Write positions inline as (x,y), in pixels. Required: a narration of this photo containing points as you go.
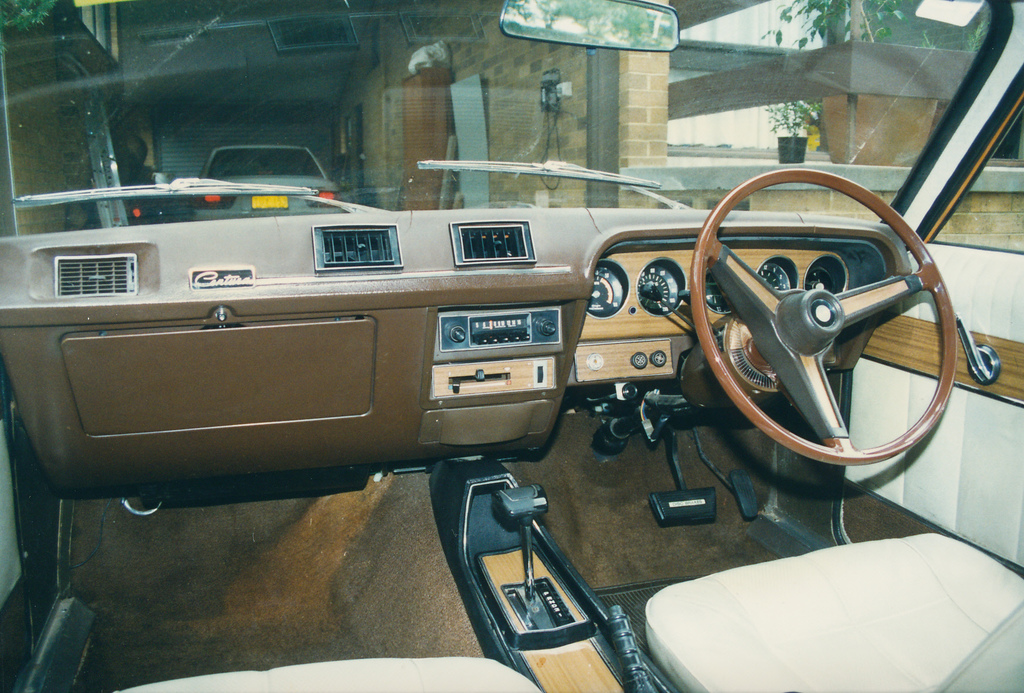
In the picture I can see interior (519,648) of a car (514,648) which has a gear rod (530,504), steering (774,354) and some other objects (606,323) in it and there is another car (266,150) in front of it and there are some other objects (631,63) in the background (636,66).
